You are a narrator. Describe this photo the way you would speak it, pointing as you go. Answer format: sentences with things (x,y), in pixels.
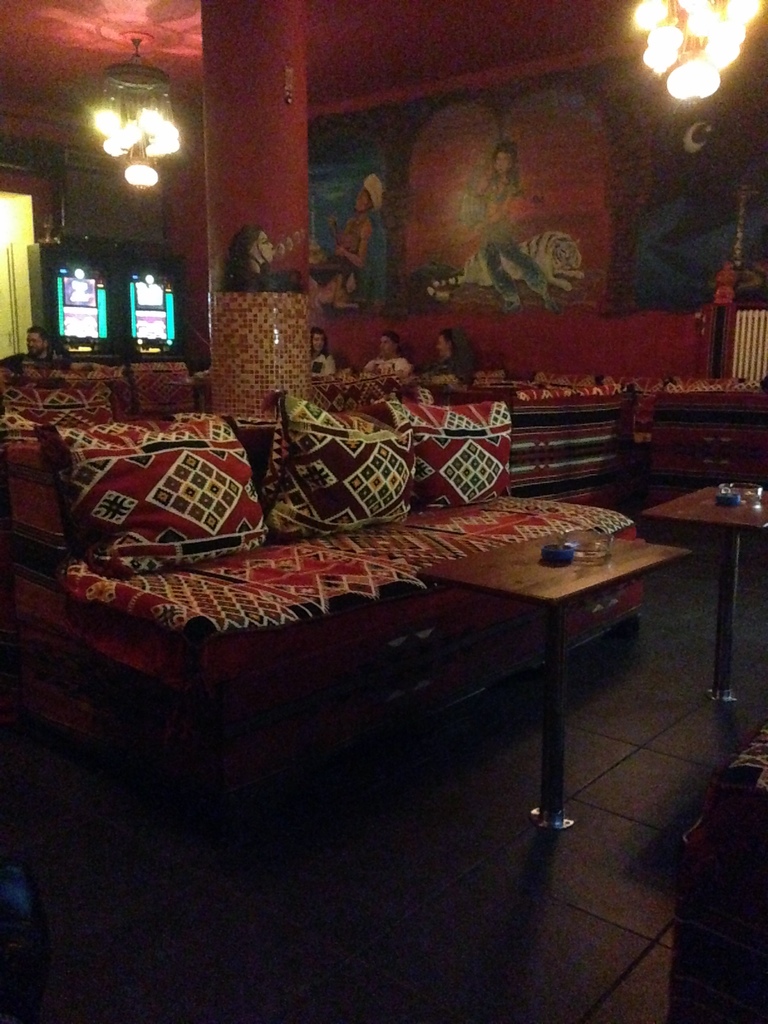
This picture shows a sofa (485,608) and tables (723,638) and a chandelier light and few people (312,338) seated on the sofa (338,391).
